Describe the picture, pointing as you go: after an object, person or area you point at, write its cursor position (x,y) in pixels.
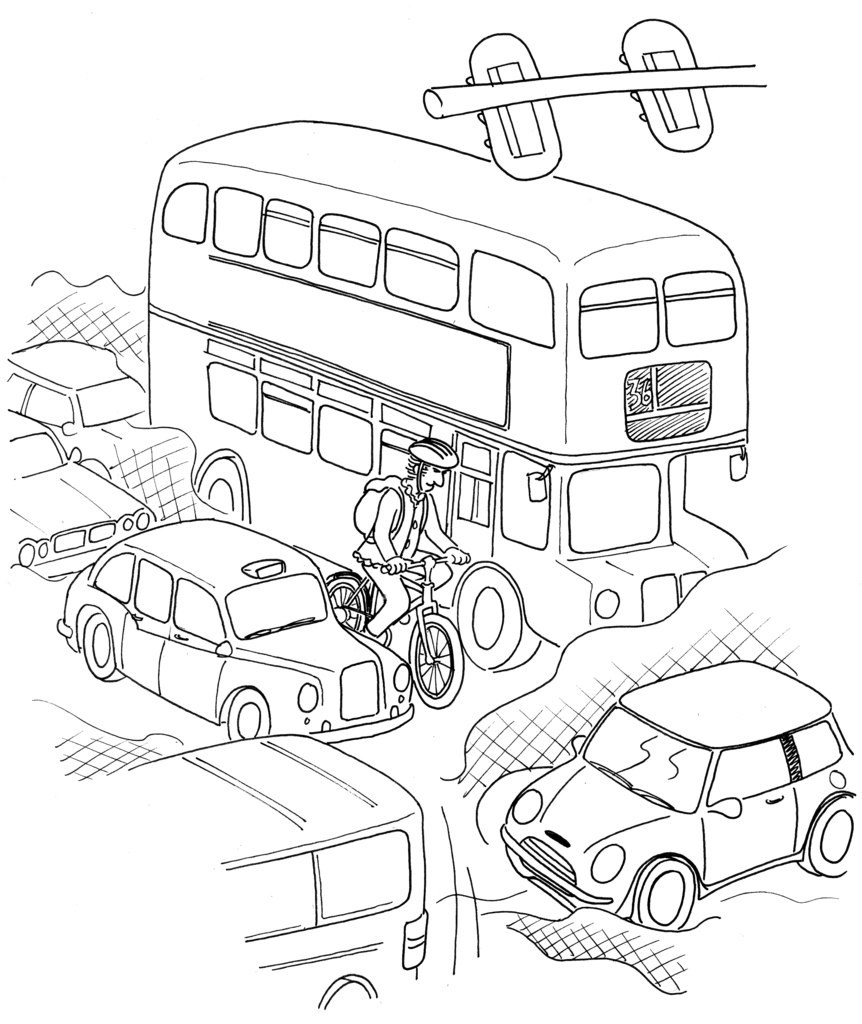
In this image, we can see a sketch (355,299) of some vehicles (411,208) and person (396,518) wearing a bag (375,487) and sitting on the bicycle (431,611).
